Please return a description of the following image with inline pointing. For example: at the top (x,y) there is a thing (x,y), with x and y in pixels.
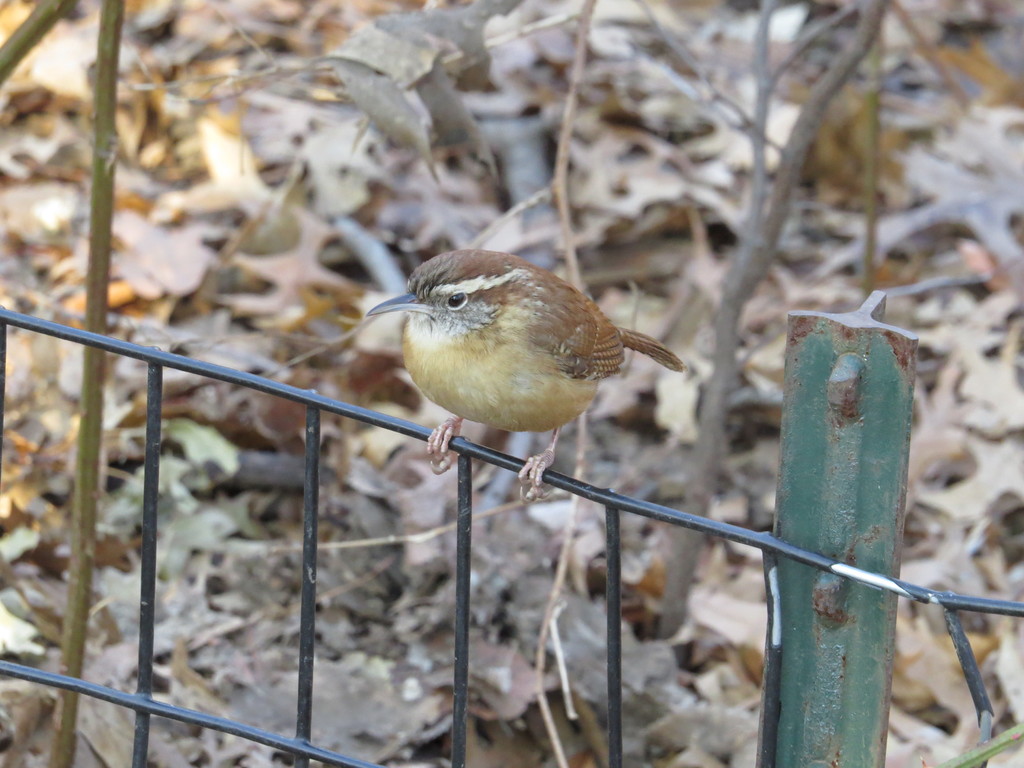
In this picture I can see there is a bird (476,378) here on the fence (466,465) and in the backdrop (695,336) I can see there are dry leaves (386,363) on the floor (421,531) and plants (103,18).
